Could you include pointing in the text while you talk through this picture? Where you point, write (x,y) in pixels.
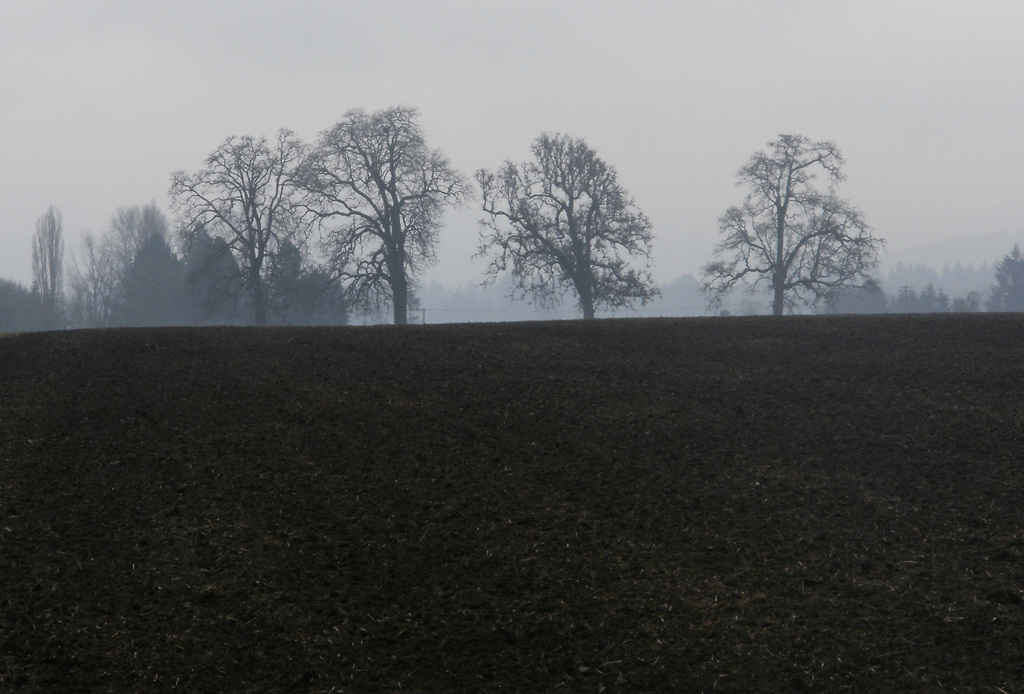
In the image there are trees (253,311) in the background (429,248) and in the front (414,432) it's a plowed field (578,416) and above it's sky (70,78).
